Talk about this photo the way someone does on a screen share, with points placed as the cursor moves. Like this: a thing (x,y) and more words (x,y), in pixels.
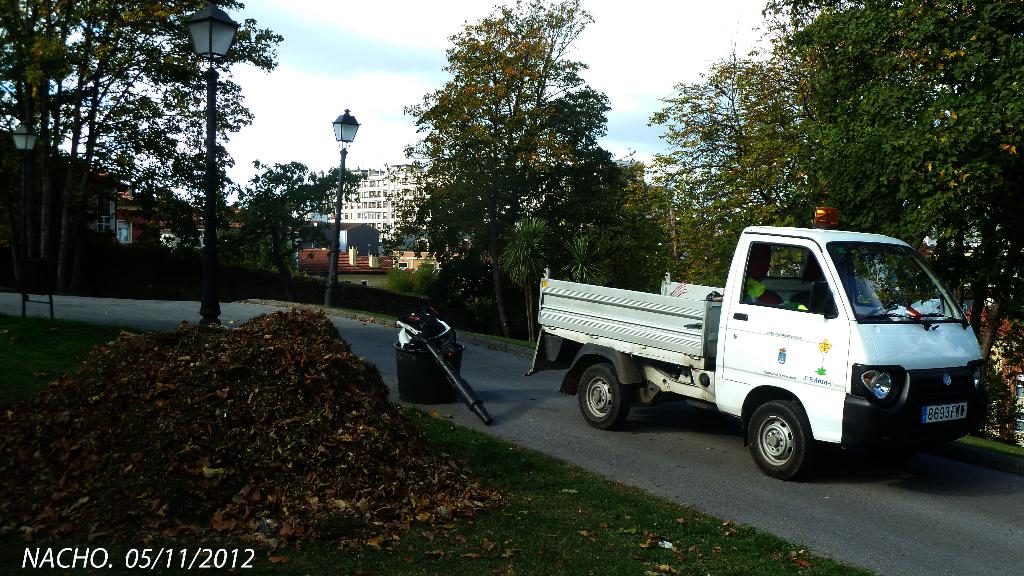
This picture is clicked outside the city. Here, we see a truck (673,341) which is moving on road (1014,549). Beside that, we see dustbin (439,374) and beside that, we see many dried leaves (337,440). Beside that, we see a pole (211,106) and a street light (211,38) and behind the vehicle (689,325), we see many trees (436,226) and building (365,187) which is white in color. On top of picture (367,71), we see is sky (374,45).
